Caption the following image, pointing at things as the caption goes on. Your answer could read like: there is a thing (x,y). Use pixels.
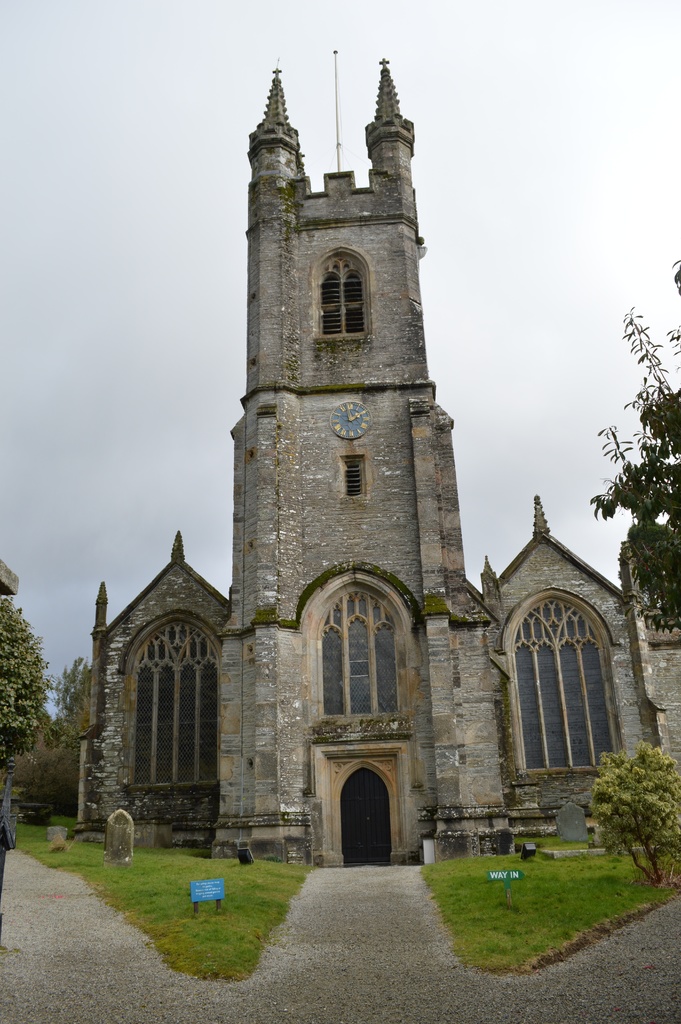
In this image, we can see a building (345,744), walls (286,691), windows (529,716), doors (373,850) clock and pillars (400,178). On the right side (664,442) and left side (3,733), we can see trees (3,744). Here we can see plants (602,840), grass (567,843) and few boards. At the bottom of the image (428,1003), we can see walkways (390,979). Here we can see few objects (10,843) in the image. Background (366,97) there is the sky (661,72). Top of the image (338,93), we can see pole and holy crosses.
